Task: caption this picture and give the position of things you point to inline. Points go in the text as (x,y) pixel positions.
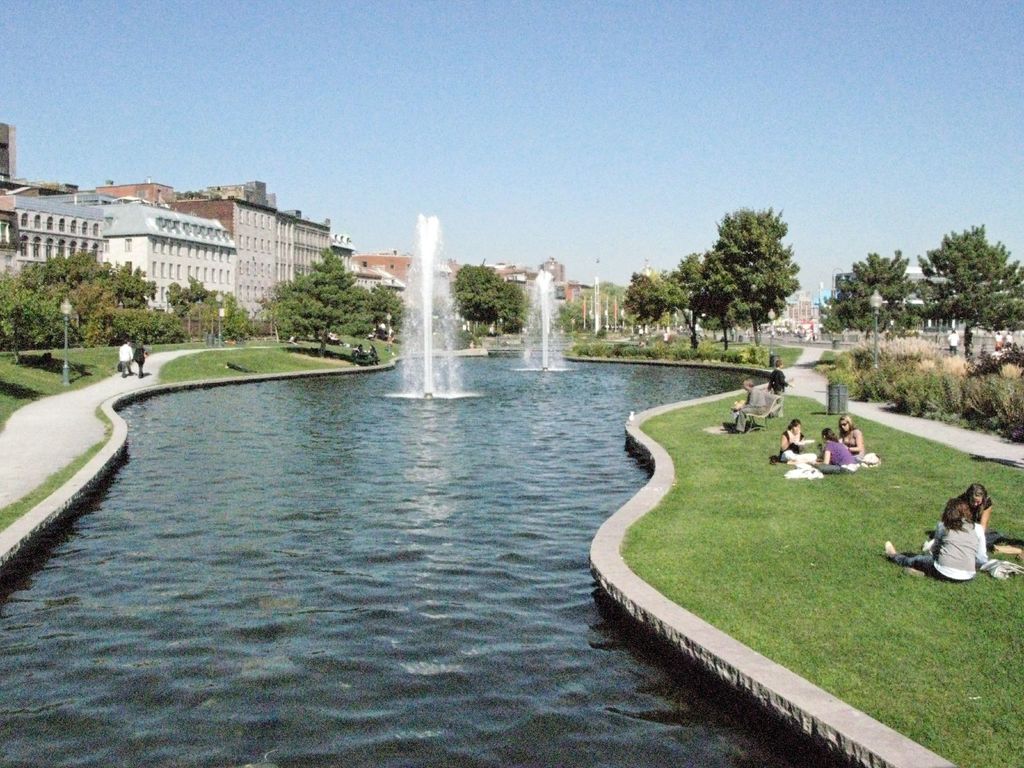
In this picture we can see small water pond (418,475) with two fountain (437,377). On the right side (946,571) we can see group of girls (961,575) sitting in the garden (814,424). On the left side (226,200) we can see some buildings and walking area (88,422).
